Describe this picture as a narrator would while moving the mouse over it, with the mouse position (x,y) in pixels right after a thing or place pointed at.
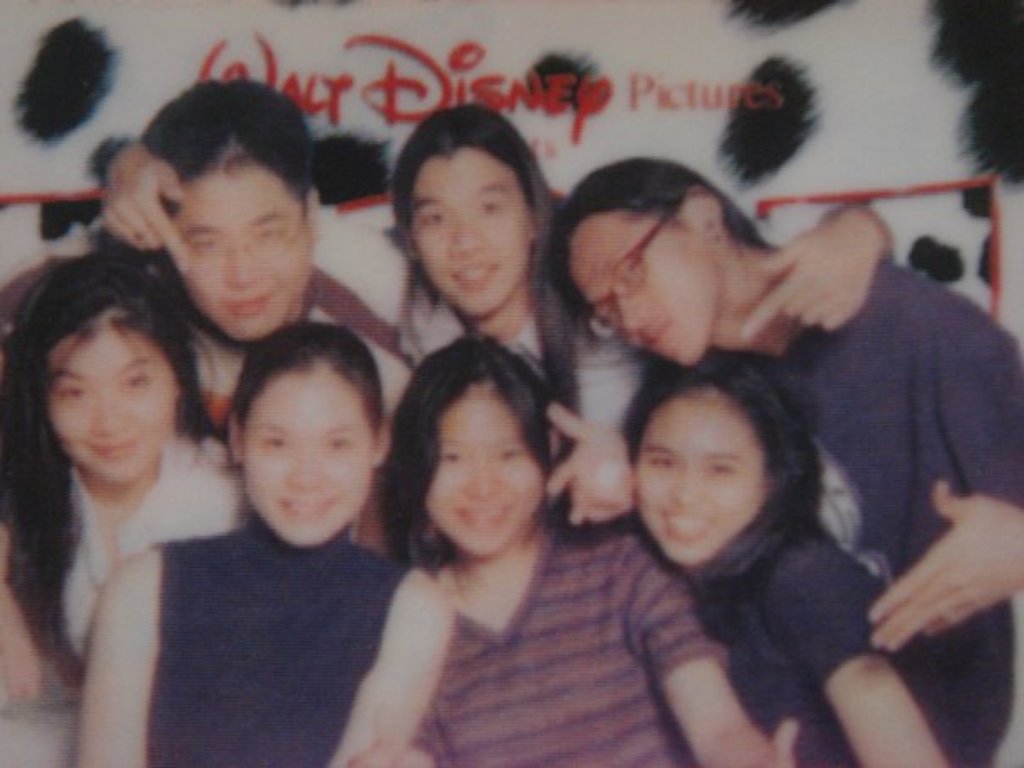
In the image in the center (449,450) we can see one picture (413,399). In picture (421,596), we can see few peoples (367,431) were smiling, which we can see on their faces (295,393). In the background (581,140) there is a wall (336,125) and we can see something written on it.
